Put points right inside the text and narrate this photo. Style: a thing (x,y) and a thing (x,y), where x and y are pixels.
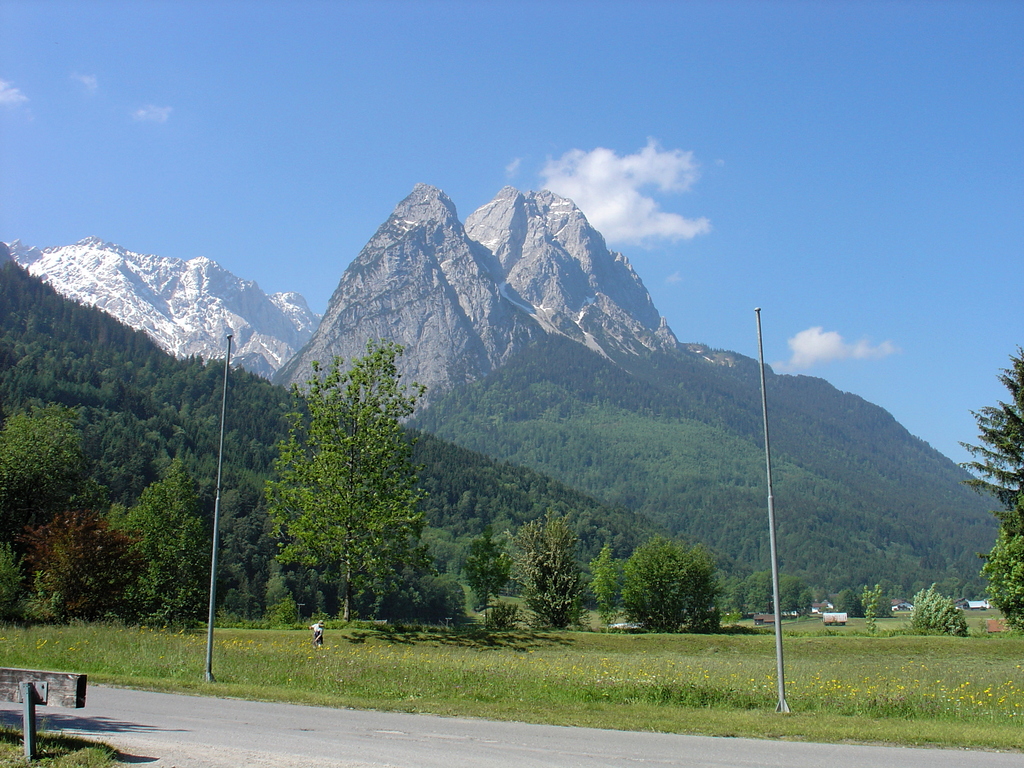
In this image I can see the road (260,722). To the side of the road (317,722) I can see the board (48,702), poles (27,718) and the yellow color flowers (250,641) to the grass (508,671). In the background (488,450) there are trees (500,465), mountains (531,234), clouds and the blue sky (404,133).
